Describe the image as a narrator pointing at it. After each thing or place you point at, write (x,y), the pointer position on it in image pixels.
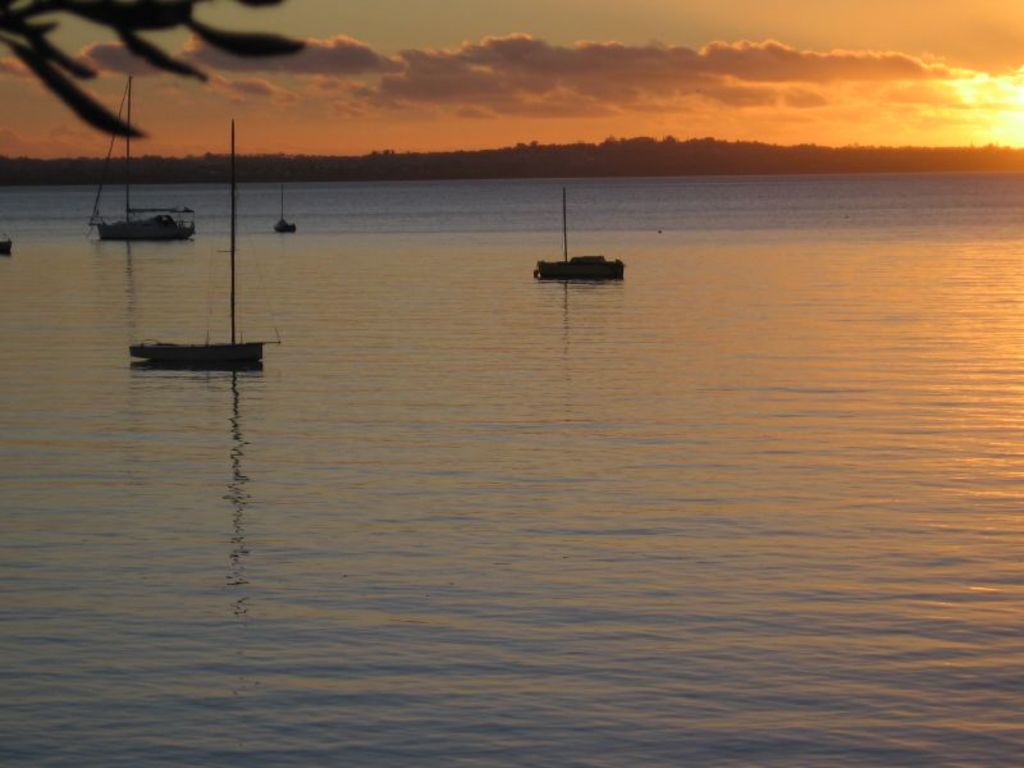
In this picture I can see there is a river (536,296) and there are few boats (181,221) floating on the water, in the backdrop (590,156) there are hills (686,154) and they are covered with trees (703,162). The sky (582,122) is cloudy and I can see a sunset (856,97).
